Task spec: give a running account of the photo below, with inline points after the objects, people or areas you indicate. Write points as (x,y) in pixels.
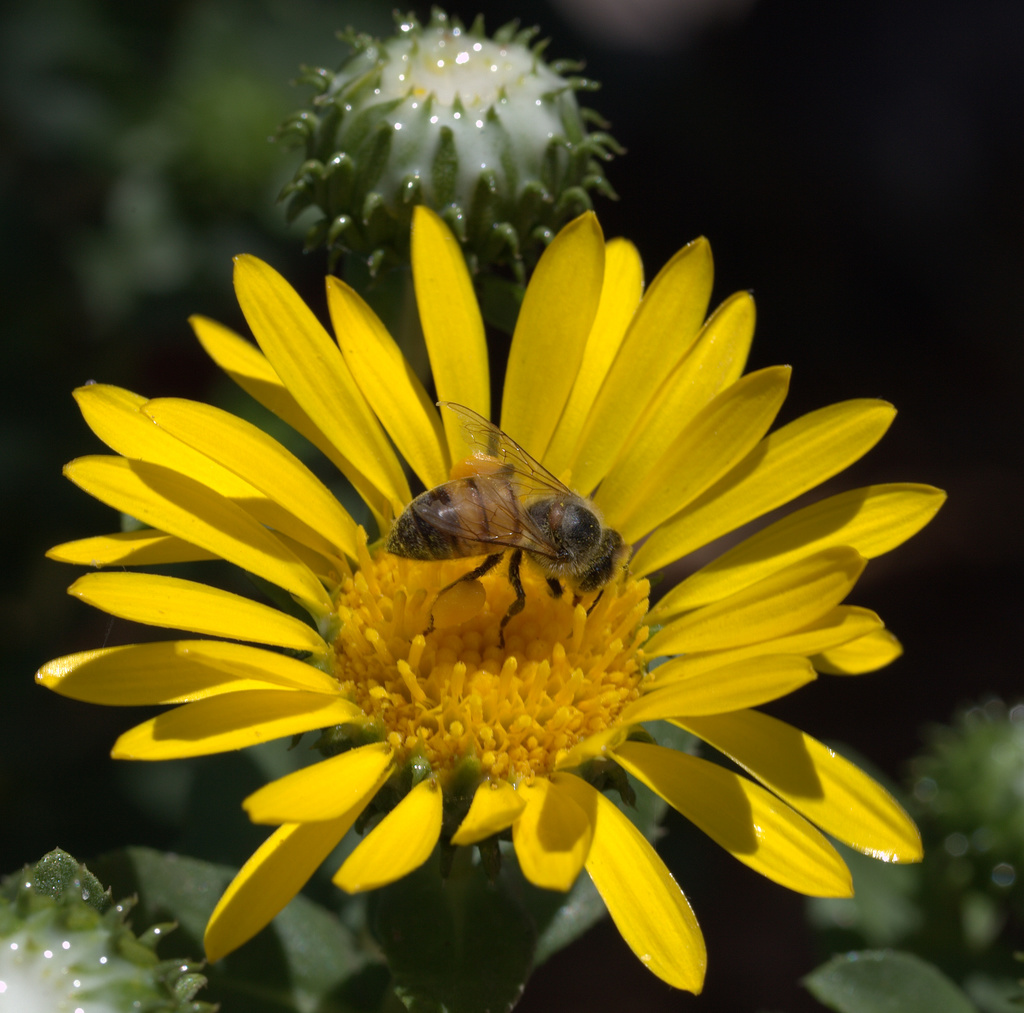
In the middle of the image (409,448) we can see some flowers (550,362), on the flower (644,516) we can see an insect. Background of the image (766,21) is blur.
